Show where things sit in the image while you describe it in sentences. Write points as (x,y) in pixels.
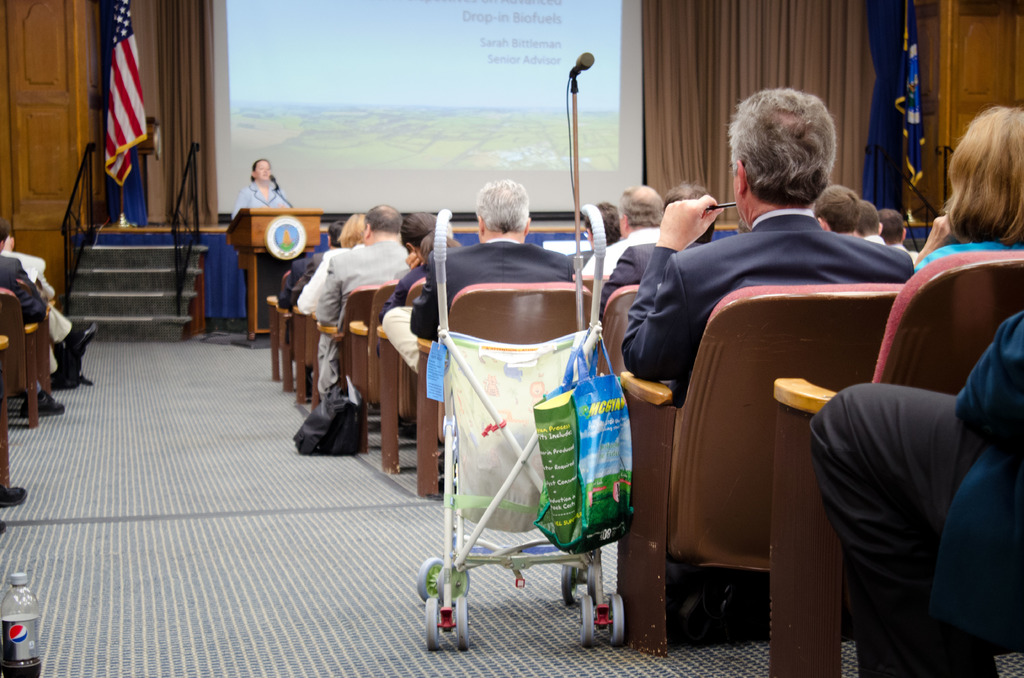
In this picture there is a person (240,194) standing behind the podium (249,244) and there is a microphone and there is a board (285,238) on the podium (266,251) and there are group of people (1016,485) sitting on the chairs (995,253). In the middle of the image (447,355) there is a object (616,641) and there is a bag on the object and there is a microphone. On the left side of the image (136,279) there is a staircase (130,330) and there are handrails (65,268) and there is a flag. At the back (168,156) there are curtains (708,116) and there is a screen (607,136) and there is text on the screen (592,30) and there is picture (353,39) of sky (339,69) and there is picture (337,103) of fields (279,108) on the screen (358,130). At the bottom (355,583) there is a mat (346,557).
